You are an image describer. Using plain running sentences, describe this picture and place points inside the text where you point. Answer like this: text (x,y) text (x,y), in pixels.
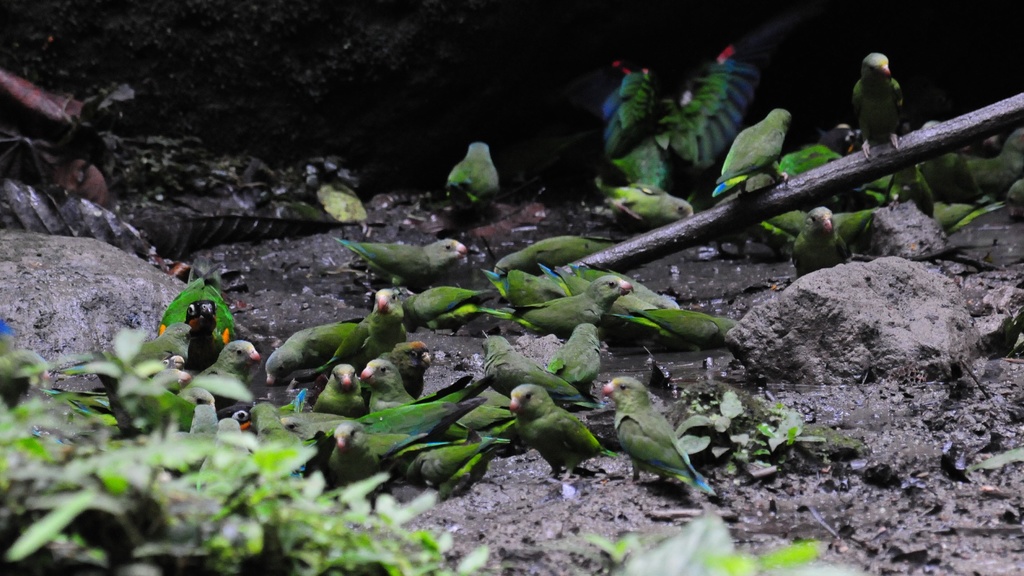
In this picture I can see birds (555,385) standing on the mud (381,229), there are rocks (792,321), plants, and it looks like a rod (673,230).
